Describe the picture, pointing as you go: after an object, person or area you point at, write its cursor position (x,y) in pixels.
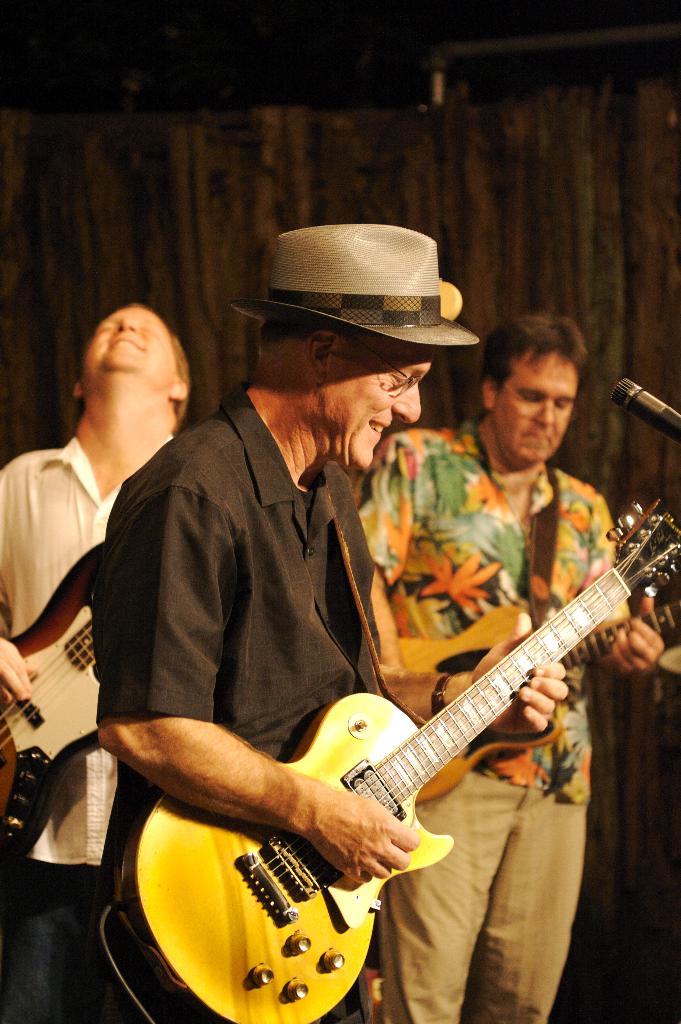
In this image we can see three persons (280,701) are playing a guitar (469,631), one of them is wearing a hat (315,302), in front of him there is a mic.
